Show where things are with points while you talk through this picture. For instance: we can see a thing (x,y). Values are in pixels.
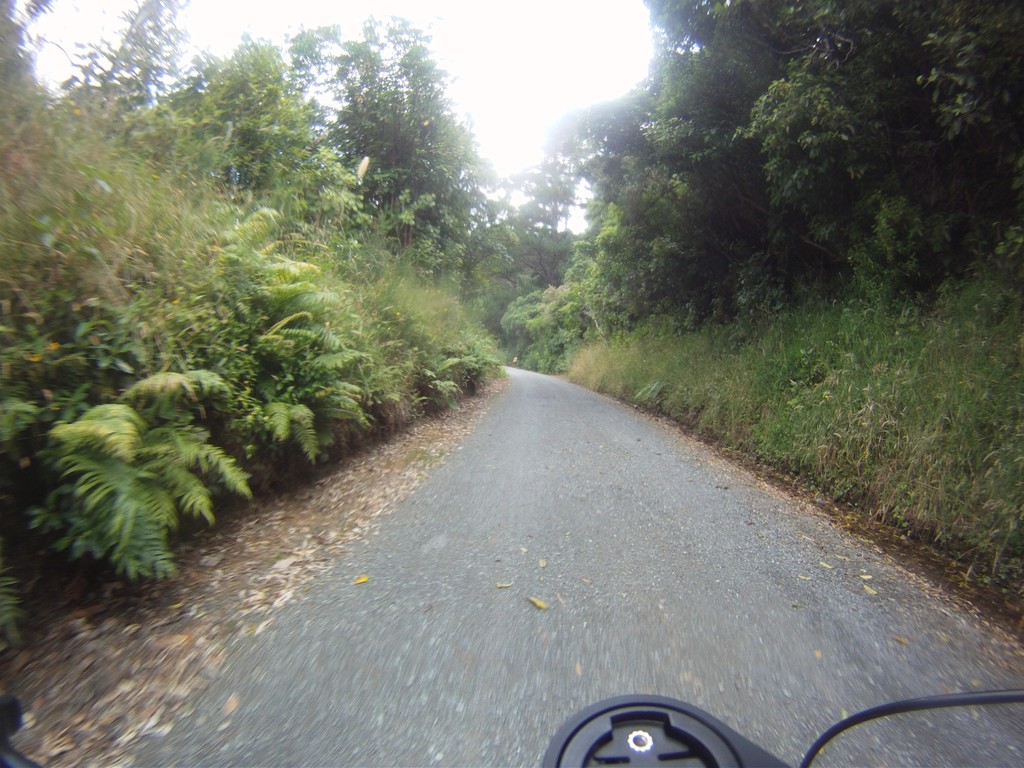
In this image at the bottom (718,723) there is one vehicle (726,739) and walkway (547,449), and on the right side (898,196) and left side (328,296) there are some plants (606,290) and trees (420,98). At the top (464,29) there is sky (485,68).
